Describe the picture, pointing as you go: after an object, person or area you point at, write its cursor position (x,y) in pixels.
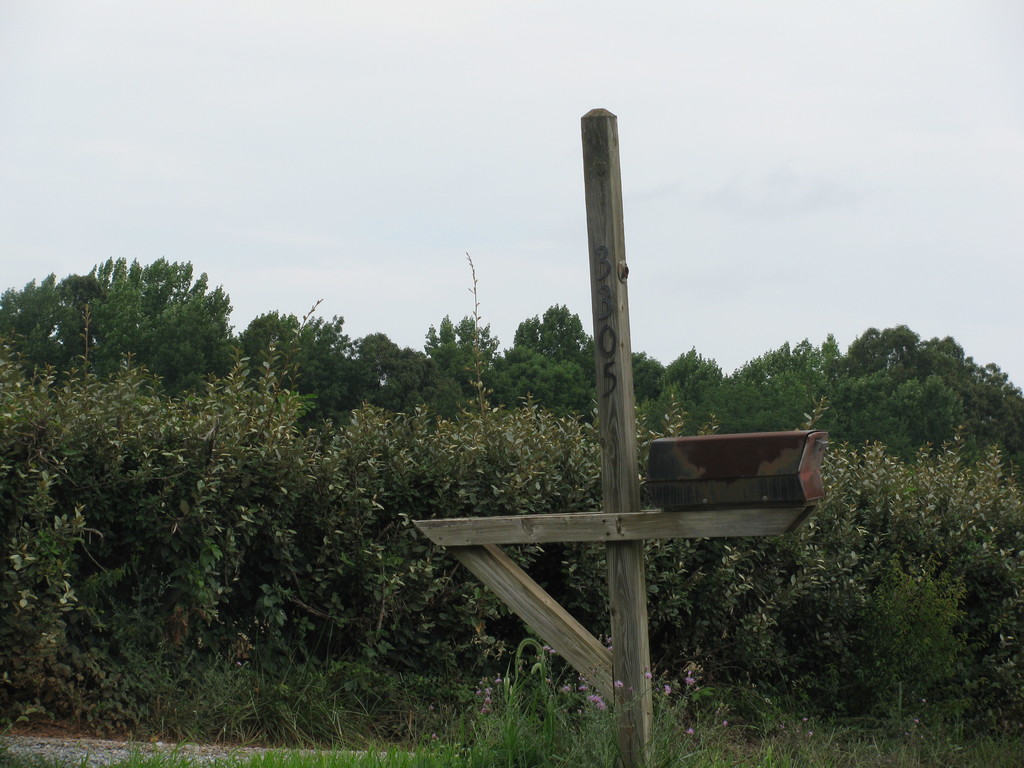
It is a wooden stick (768,513), these are the trees (148,476). At the top (429,216) it's a cloudy sky (412,178).
